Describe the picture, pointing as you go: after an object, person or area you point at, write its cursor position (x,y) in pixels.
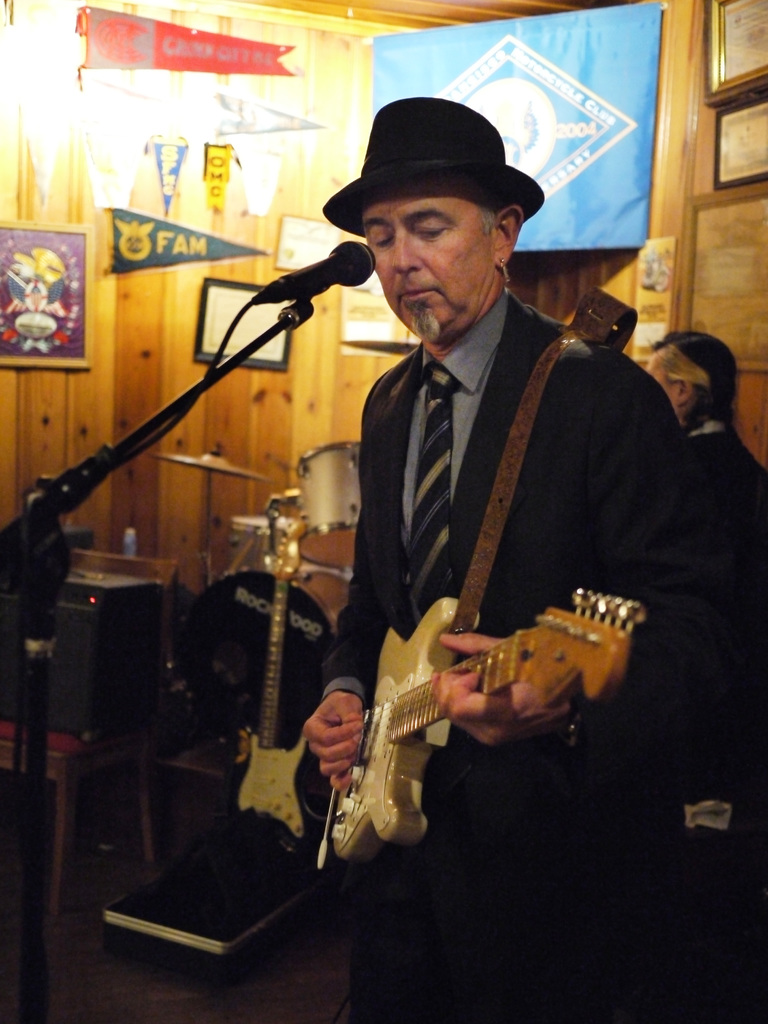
As we can see in the image there is a man (522,749) holding guitar (526,643) and there is a mic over here.
